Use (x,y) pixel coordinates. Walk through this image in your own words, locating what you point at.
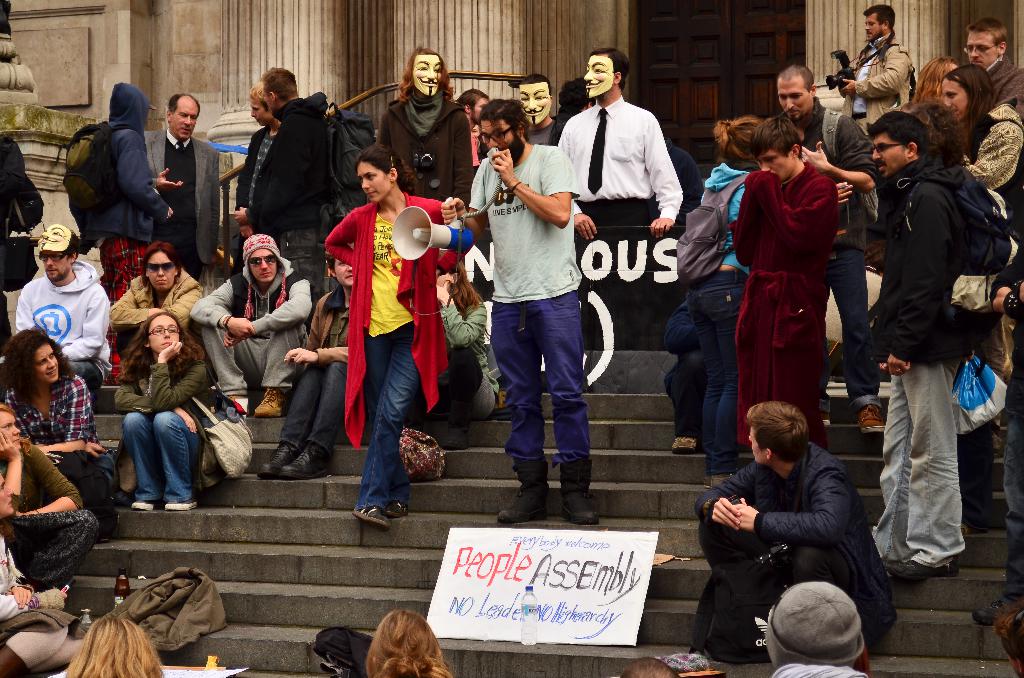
In this picture we can see the group of persons (324,470) sitting on the stairs (216,557) and we can see the group of persons (828,172) standing and we can see the banners (601,307) on which we can see the text (640,249) and we can see the hand rail (374,94), pillars (398,37), door (716,51) of the building (558,31) and we can see a camera (851,78) and some other objects (463,222).
